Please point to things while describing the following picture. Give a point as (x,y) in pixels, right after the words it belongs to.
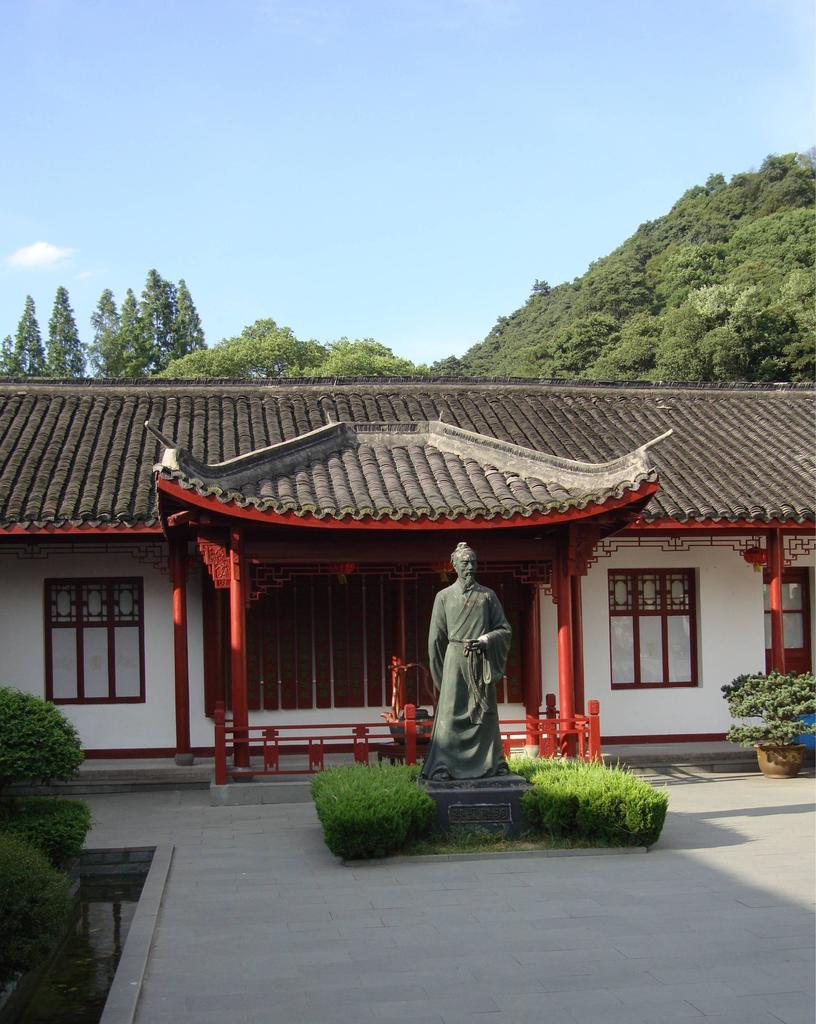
In this image there is a house (335,444). In front of the house (432,592) there is a statue (444,656). On the left side (65,870) there are plants (37,893). In the background (586,337) there are trees (662,250). On the right side (779,745) there are plant pots (775,753) on the floor (812,792). There is grass (384,818) around the statue (442,723).
